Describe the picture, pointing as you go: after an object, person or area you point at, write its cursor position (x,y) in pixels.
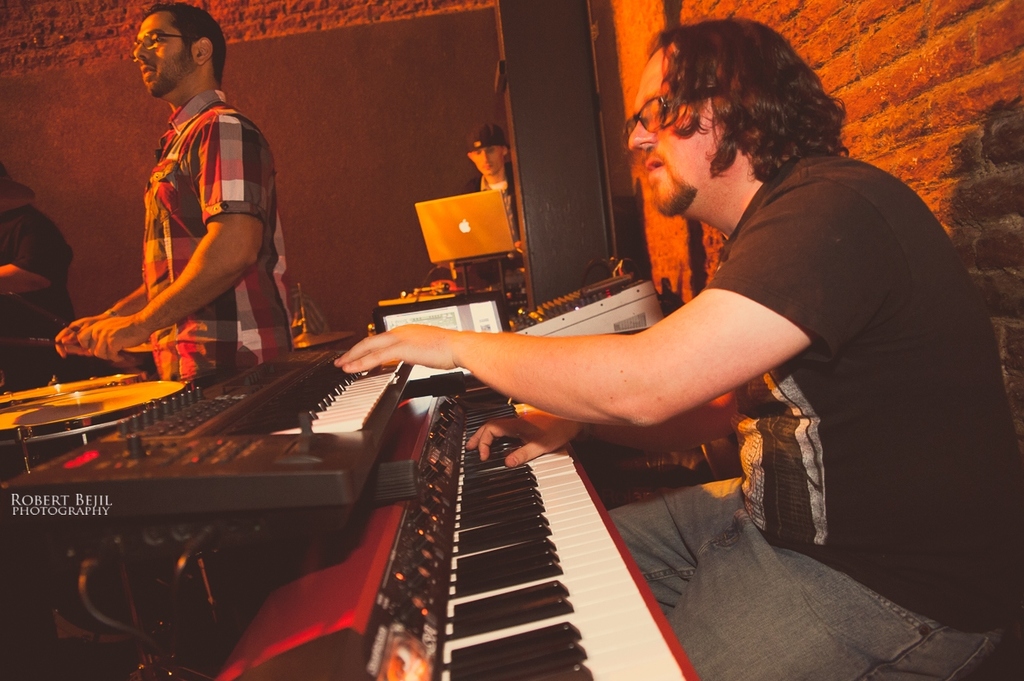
There is a man (864,367) sitting and playing a piano (541,478) with one hand (515,455) and with other hand (380,357) he is playing another keyboard (285,391). There is another man (206,136) who is standing and playing the drums (80,408). In the background (484,152) there is a wall (796,27) and a man (492,149) is sitting and using the laptop (472,227). The man (203,172) who is standing has a spectacles (152,38).
